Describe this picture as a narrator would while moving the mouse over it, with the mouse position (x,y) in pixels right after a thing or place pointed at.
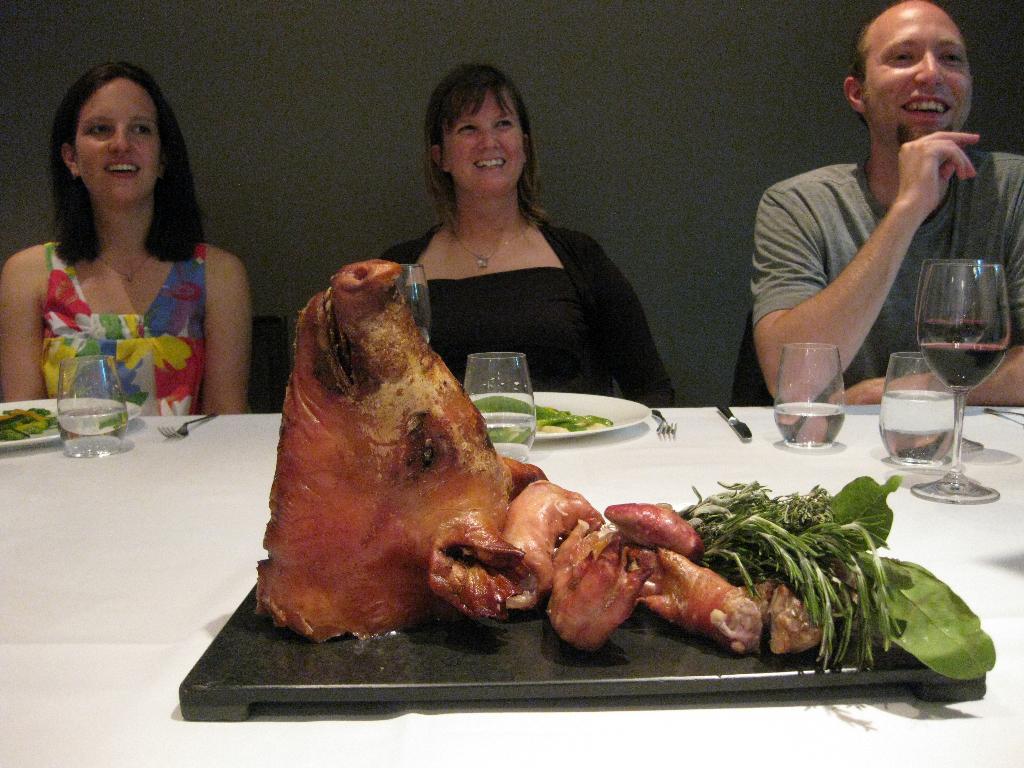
In this image, we can see a dining table (174,555). On top of the dining table (230,541), there is a plate (461,637), glass (109,389) with water (110,417), fork (163,434), wine (950,377), wine glass (962,362). And there is a food (715,583) is placed on a plate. In this image, we can see 3 peoples (827,242) are sat on the chair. Both are smiling together. They are seeing something. And left side of the image (81,312), the woman (107,300) is wearing a colorful dress (139,364). The middle of the image (469,320), women (482,322) wear a black dress (494,322). The right side of the image (895,325), men (891,343) was wear a gray color t-shirt (806,237).
